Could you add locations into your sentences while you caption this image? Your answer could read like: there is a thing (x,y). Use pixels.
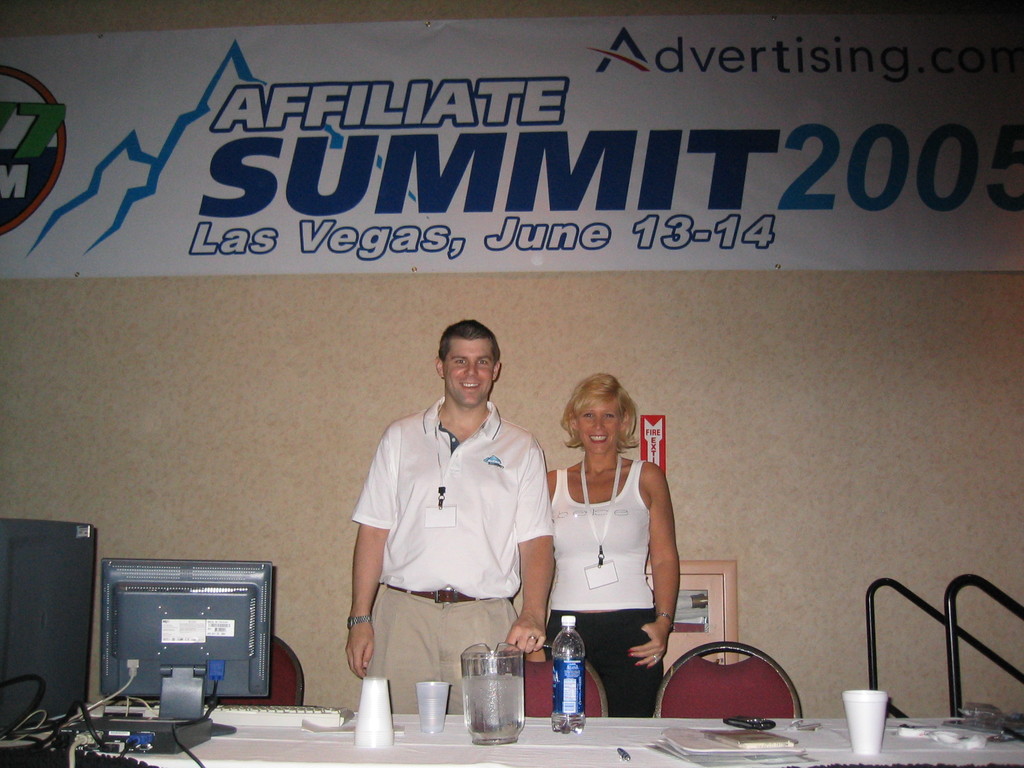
It is a summit and there are two people (453,534) standing in front of a table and posing for the photo and on the table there is a computer (204,609), a bottle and some glasses (463,705) and books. In the background (611,284) there is a wall (753,302) and to the wall (294,3) there is a big banner (597,243).
